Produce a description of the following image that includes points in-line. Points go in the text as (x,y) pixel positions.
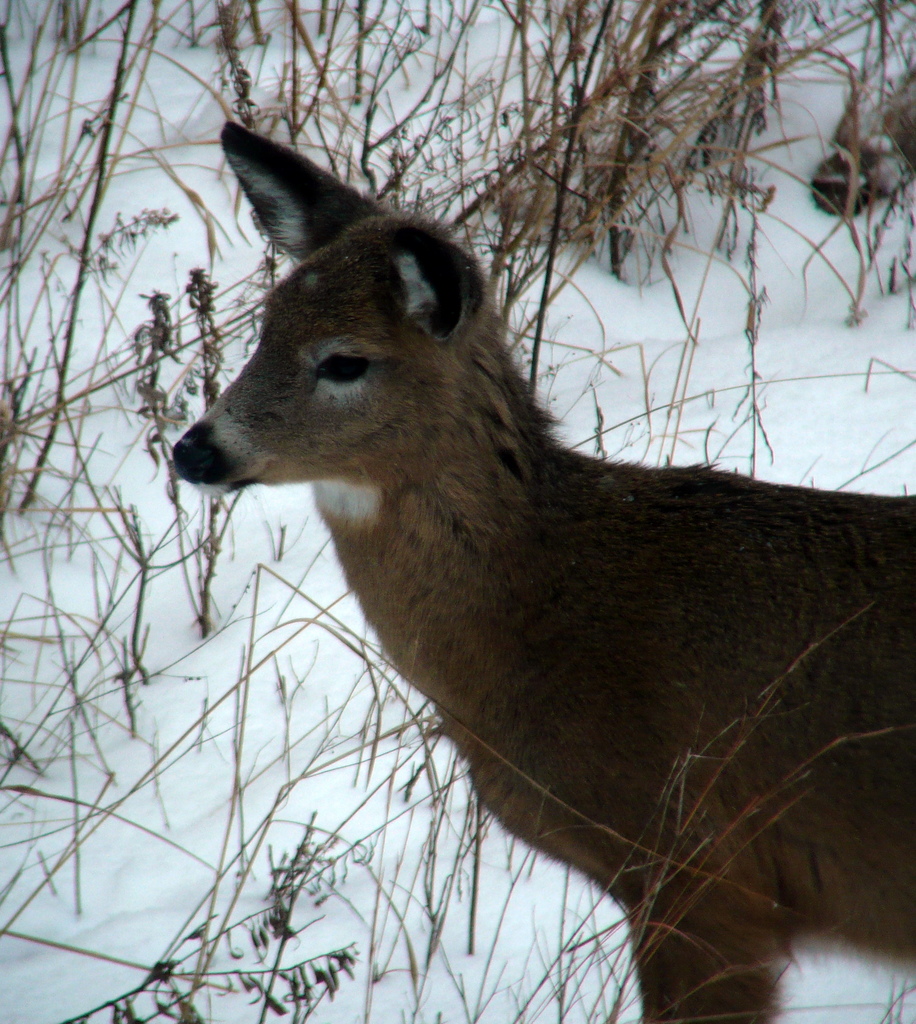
In this image we can see a white tailed deer (487,461), snow (193,420) and grass (242,118).
